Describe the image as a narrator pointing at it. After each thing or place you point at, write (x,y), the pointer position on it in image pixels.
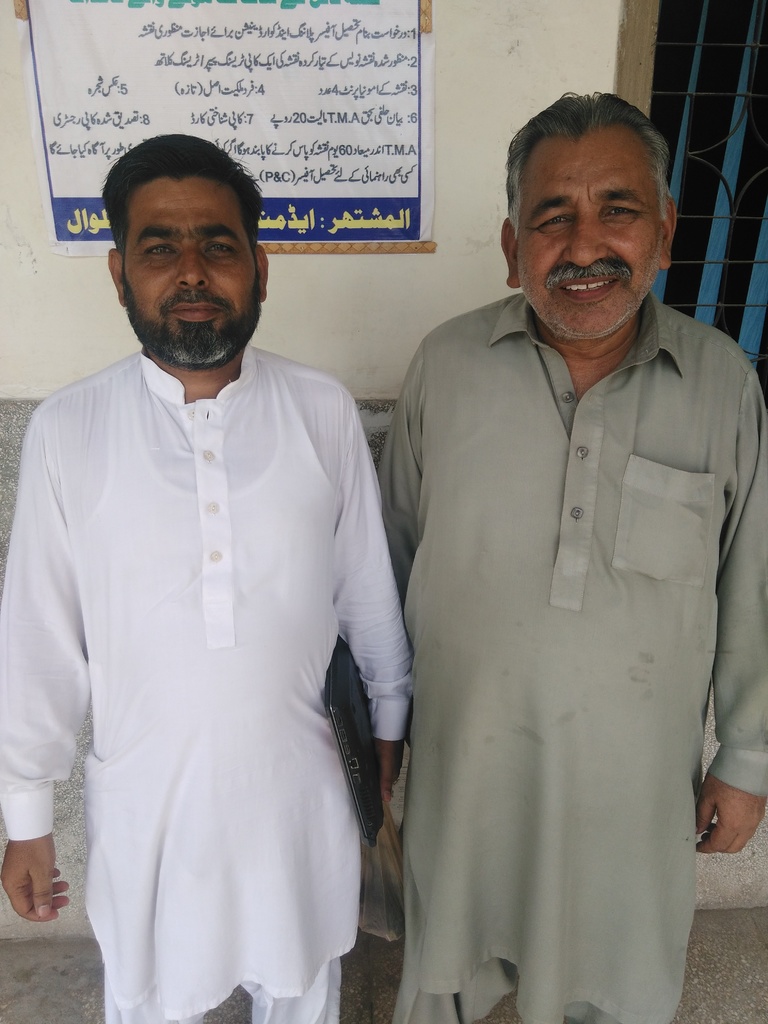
In this image there are two men (439,770) standing together in room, behind them there is a wall (446,298) with some banner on it.
